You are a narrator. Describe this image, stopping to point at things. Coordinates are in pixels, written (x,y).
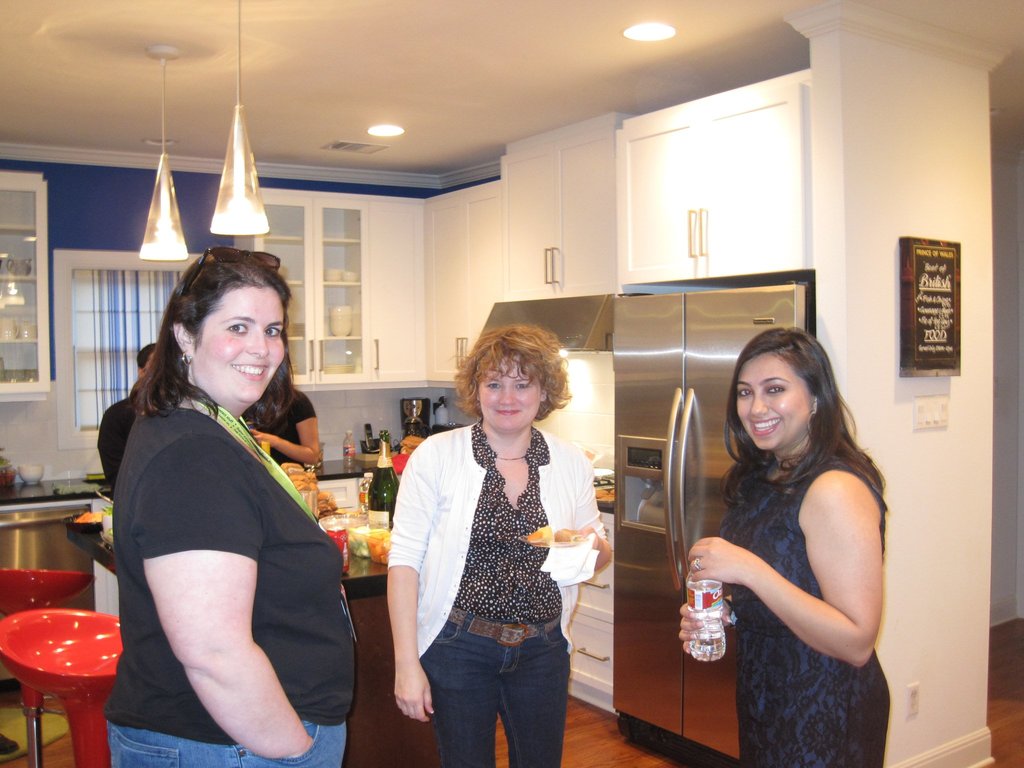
In this image I can see a woman (251,541) wearing black and blue colored dress (234,518), another woman (511,621) wearing black, blue and white colored dress (493,575) and a woman (768,621) wearing black colored dress (767,540) are standing and holding few objects (566,574) in their hands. In the background (53,611) I can see few chairs (50,668), a table (382,627), few objects (379,556) on the table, a refrigerator (669,475), few lights (234,227), the window (99,360), the counter top (56,491) of the kitchen (59,465), few cup boards (419,306), the wall (898,185) and the brown colored floor (599,720).
